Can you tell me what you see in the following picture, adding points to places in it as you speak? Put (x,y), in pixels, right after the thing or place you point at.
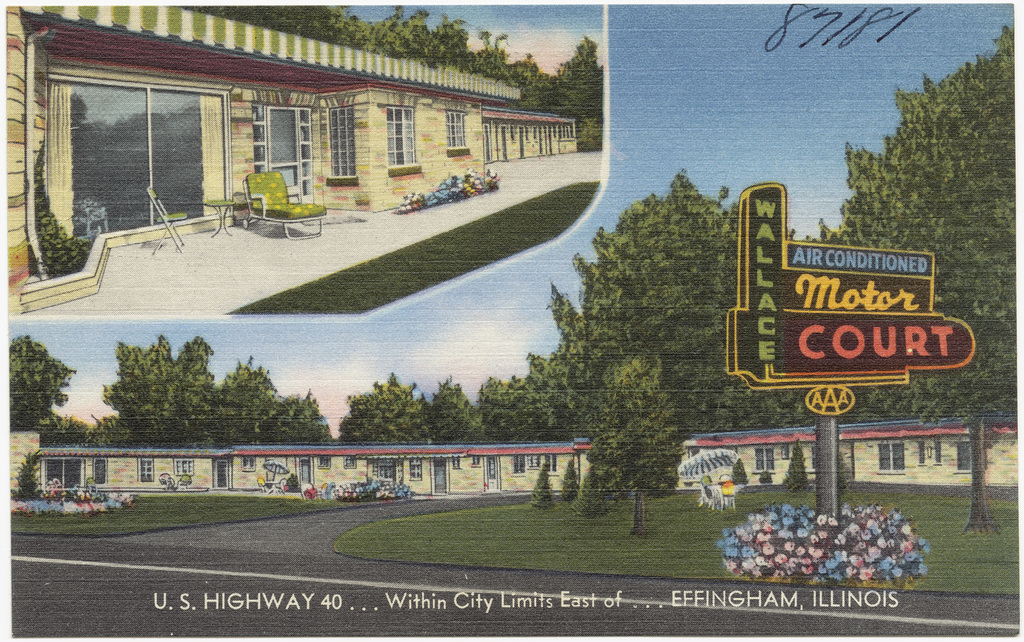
In this picture I can see the road (399,582) at the bottom (418,582), in the middle (549,427) there are trees (615,441), flowers (847,519), buildings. In the background (649,170) I can see the sky (646,182), on the right side (803,342) there are boards (870,337), in the top left hand side (285,209) there are chairs (294,215), trees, buildings (473,126) and the sky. It looks like a painted image.
